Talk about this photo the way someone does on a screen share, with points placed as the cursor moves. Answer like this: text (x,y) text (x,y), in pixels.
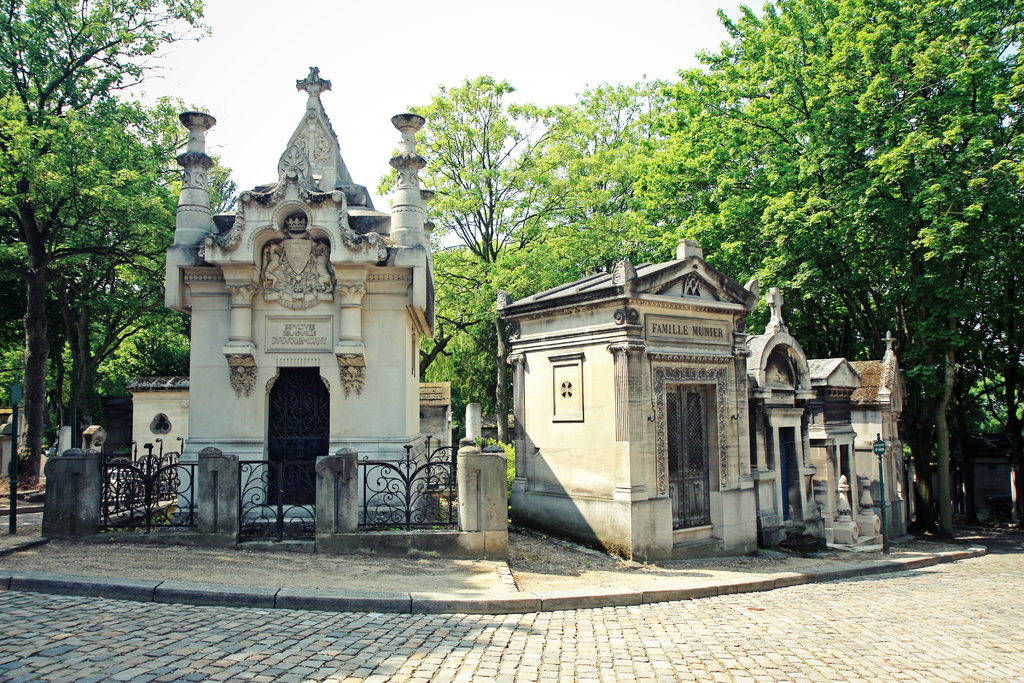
In this image in the center (548,437) buildings (526,418) and in the background (426,374) there are trees (478,211). In front of the building (293,418) there is a fence (240,493) which is black in colour and the sky (456,63) is cloudy.
